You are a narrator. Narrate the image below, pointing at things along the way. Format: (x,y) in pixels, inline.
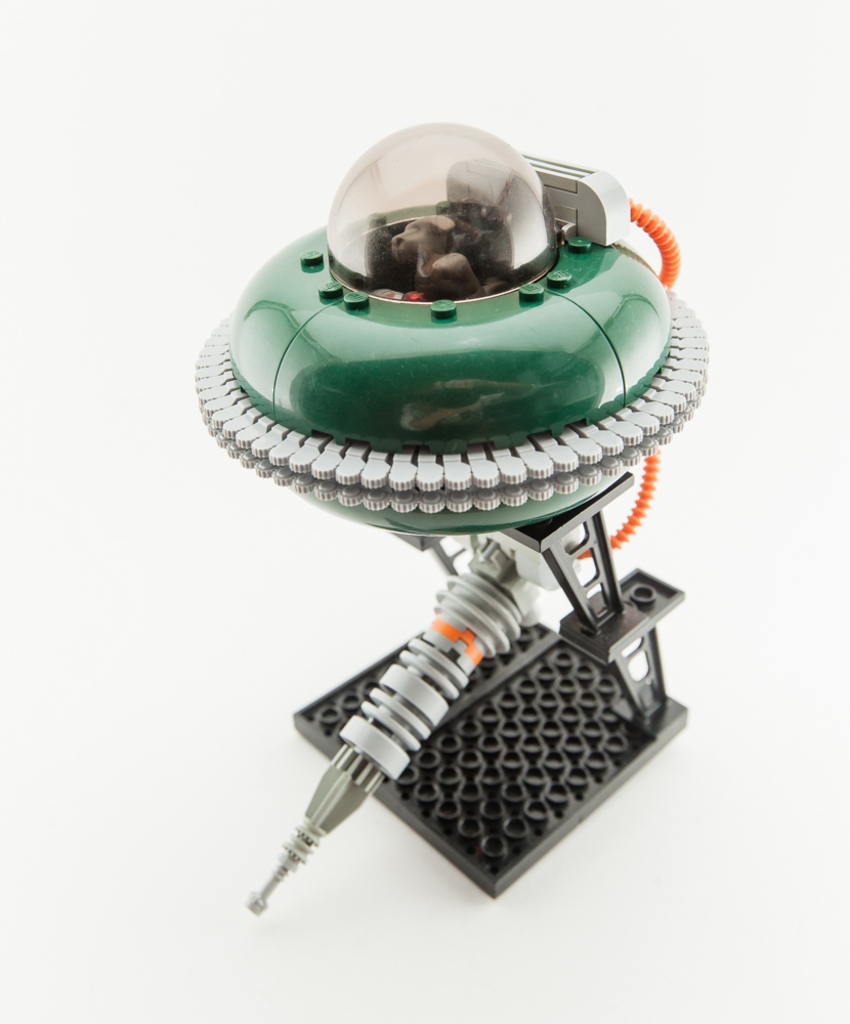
In this image we can see an object (445,345), which looks like a robot (427,277) and the background (654,47) is white.
